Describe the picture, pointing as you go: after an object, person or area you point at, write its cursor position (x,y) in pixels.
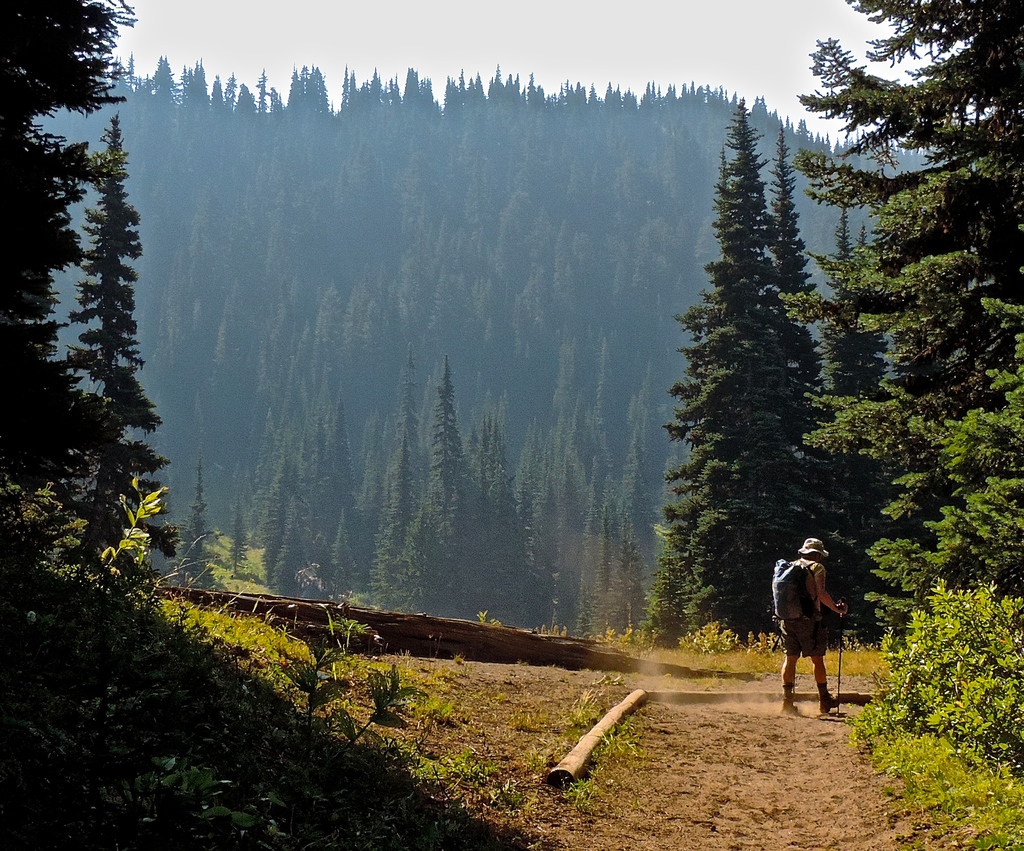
In this image, we can see hills (493,242), trees (493,242) and there are logs (409,647) and we can see a person (790,666) wearing a bag (797,585) and a cap (817,544) and holding a stick (838,659).
